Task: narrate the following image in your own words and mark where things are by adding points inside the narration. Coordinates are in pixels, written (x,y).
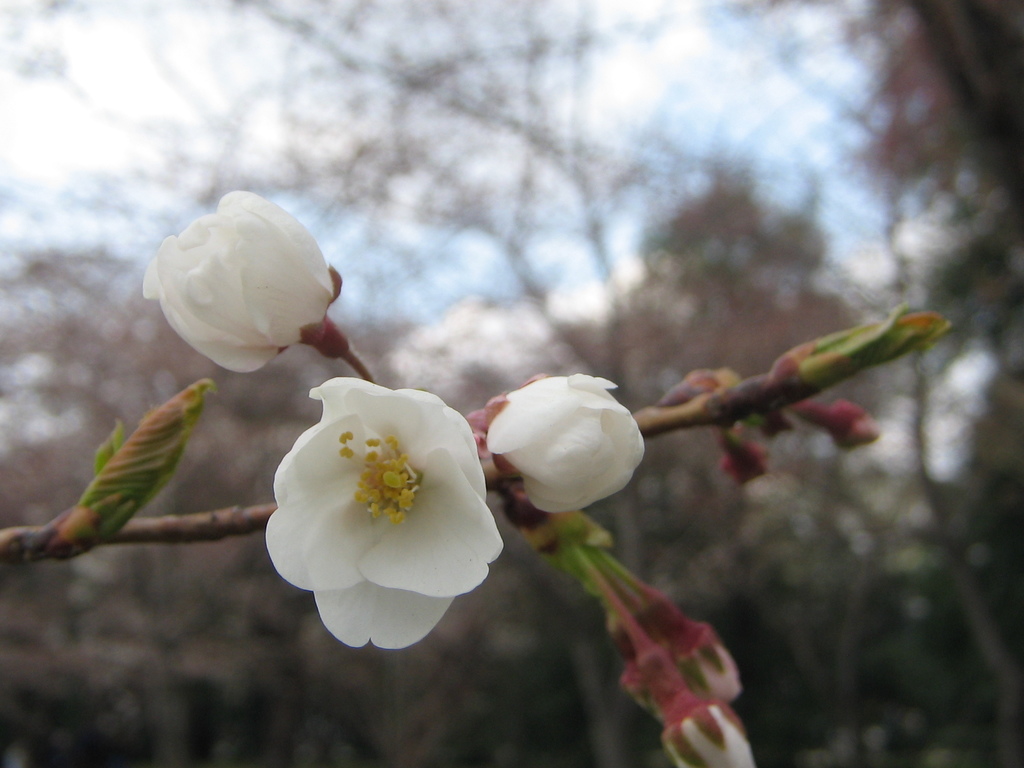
In this picture there are white color flowers (386,475) and buds (689,754) on the plant (768,385). At the back (1013,362) there are trees (55,628). At the top (549,241) there is sky (451,260) and there are clouds (367,297).
